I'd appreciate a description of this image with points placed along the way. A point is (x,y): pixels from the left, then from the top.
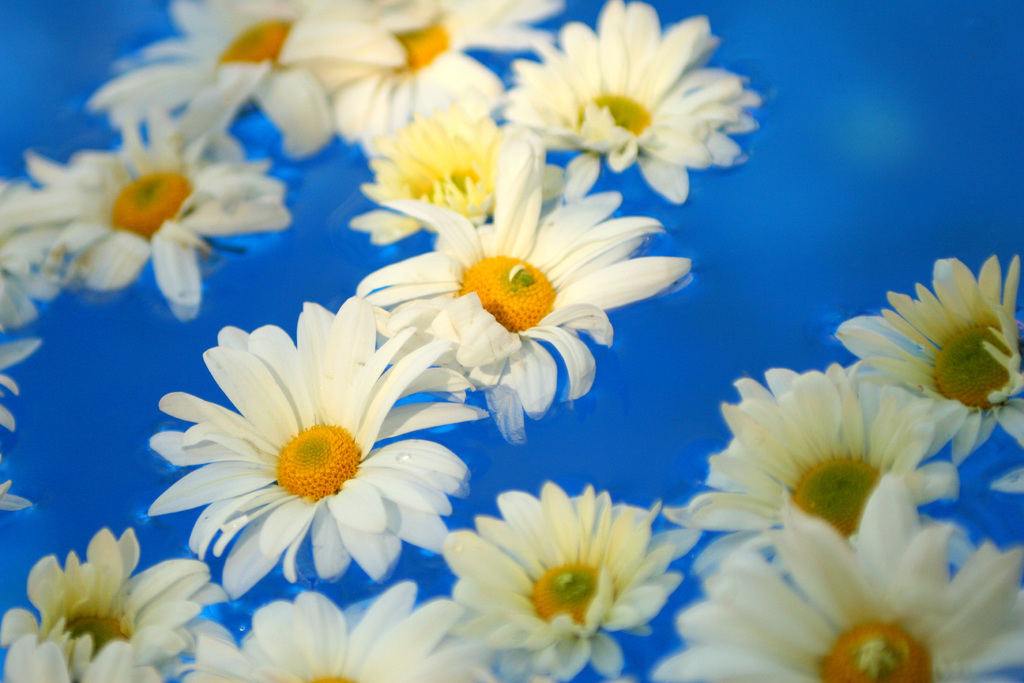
In this picture we can see some flowers (402,304), at the bottom (41,471) there is water (52,465), we can see petals (438,482) of these flowers (654,42).
